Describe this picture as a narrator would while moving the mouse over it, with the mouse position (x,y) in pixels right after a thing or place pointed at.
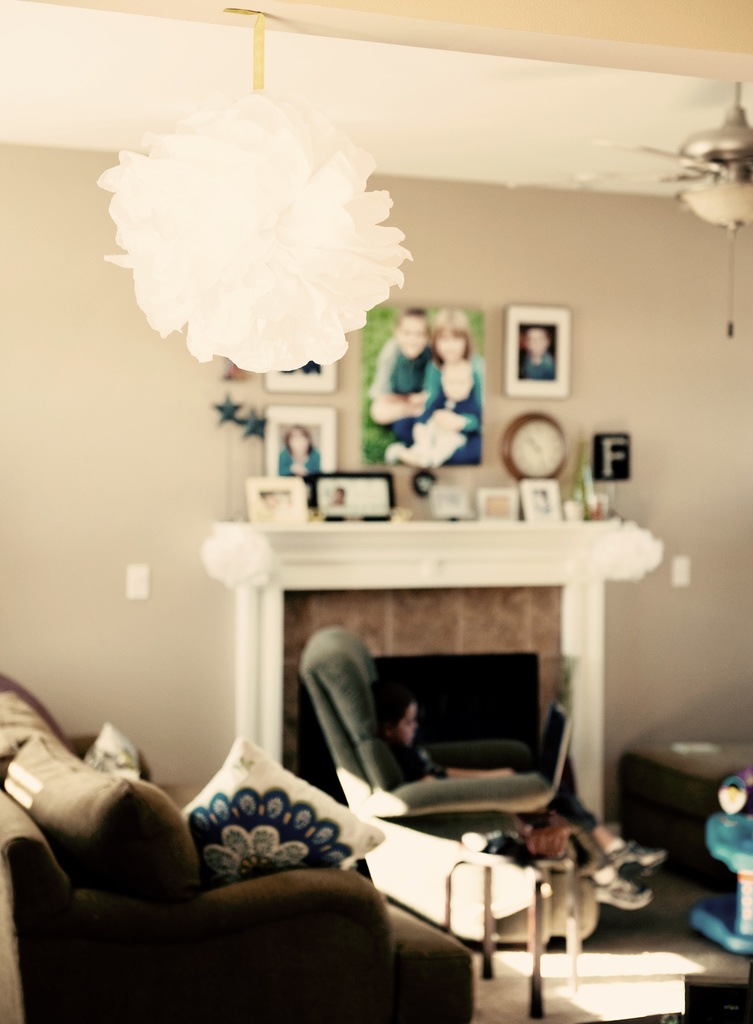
In the image we can see there is a kid (418,749) sitting on the chair (537,776) and there is laptop (567,736) kept on his lap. There are cushions (49,739) on the sofa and there are photo frames (444,439) on the wall (567,411). There is clock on the wall (688,479) and there is fan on the roof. Background of the image (747,464) is blurred.
